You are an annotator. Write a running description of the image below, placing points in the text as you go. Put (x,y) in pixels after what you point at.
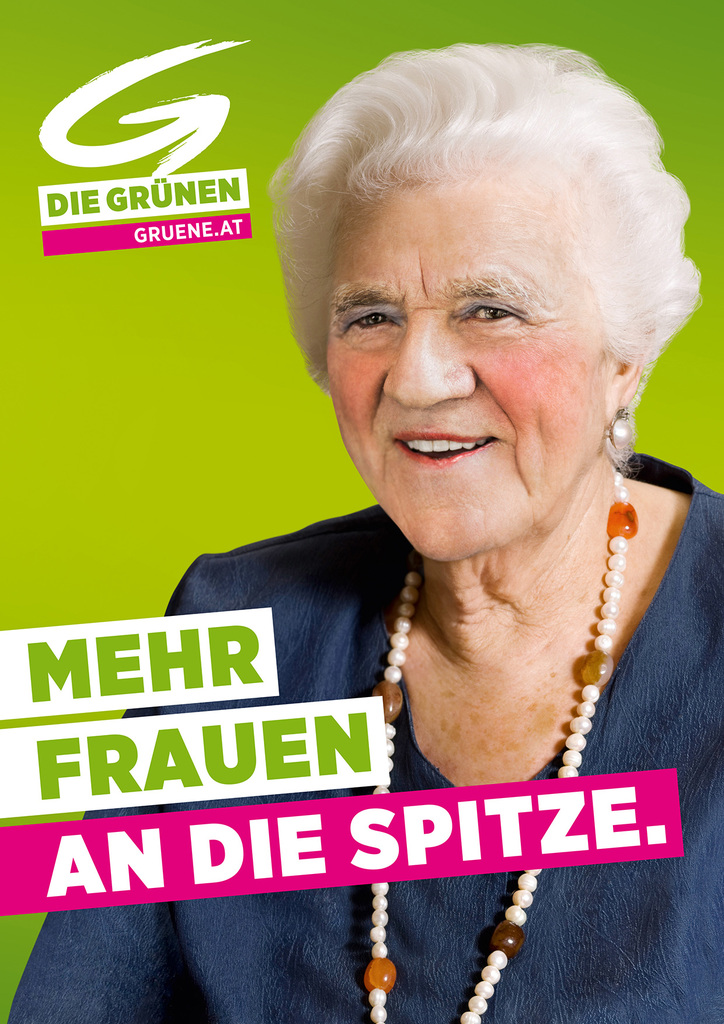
In this image we can see a woman (415,641) smiling and some text (429,813).
